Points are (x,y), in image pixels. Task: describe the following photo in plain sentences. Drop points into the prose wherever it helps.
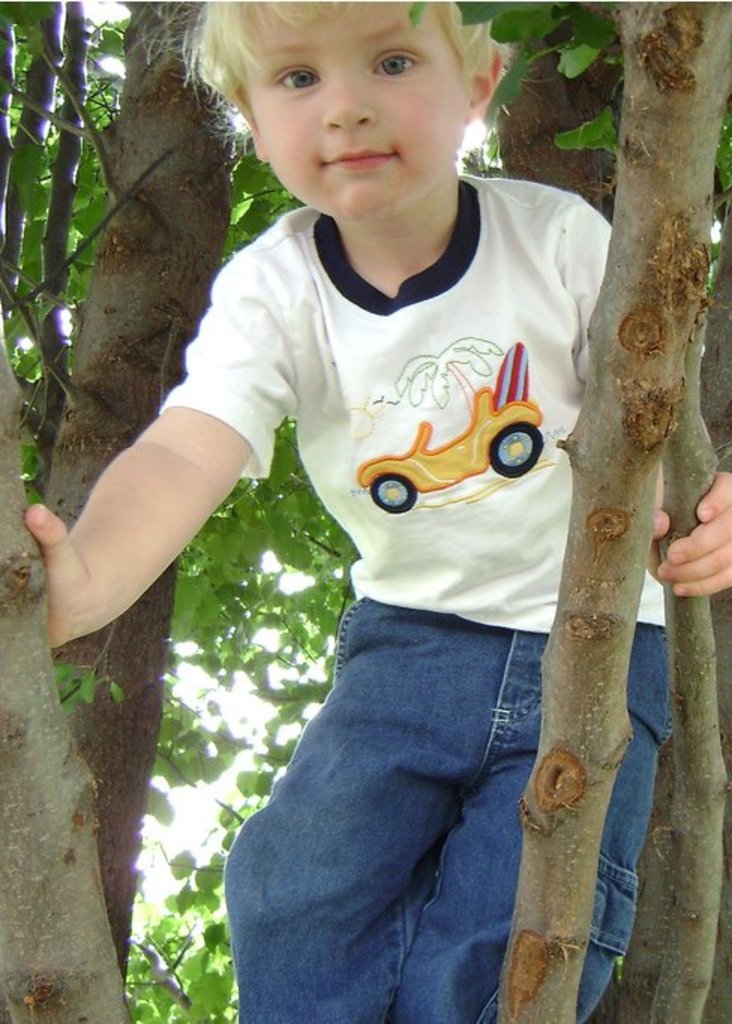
In the center of the image (438,349) we can see kid (312,721) on the tree (34,196).
